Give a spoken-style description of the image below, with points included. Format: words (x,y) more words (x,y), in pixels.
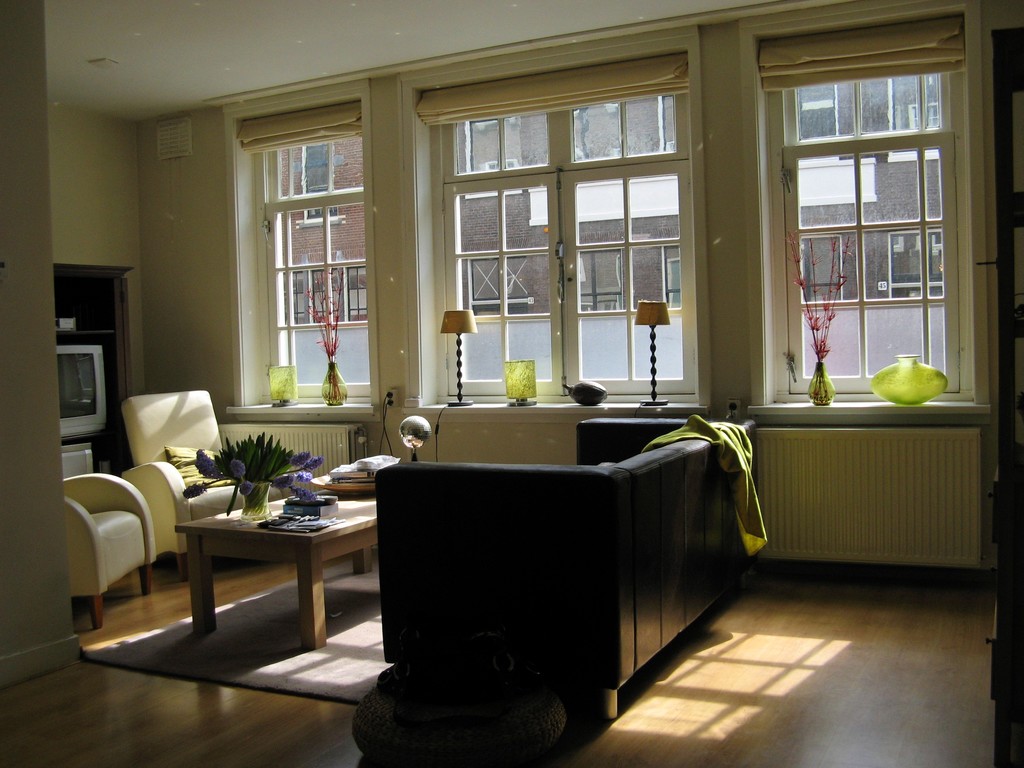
In this image we have a couch (534,551) two chairs (161,474) and table (321,545) on the floor (851,657). On the table (279,537) we have plant (272,486) and other objects (329,504). Here we have a window (544,240) and few lamps (655,372) on it.
